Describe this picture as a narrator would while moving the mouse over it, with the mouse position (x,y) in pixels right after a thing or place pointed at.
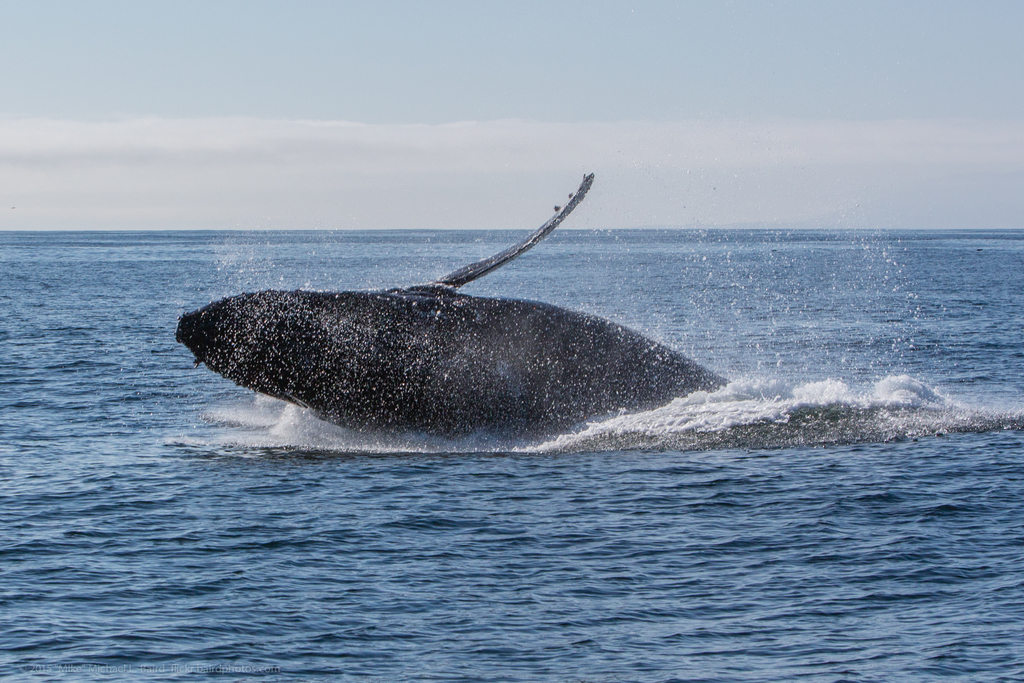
In this picture I can see a whale (547,392) in the water (475,644) and I can see a cloudy sky (463,154).
